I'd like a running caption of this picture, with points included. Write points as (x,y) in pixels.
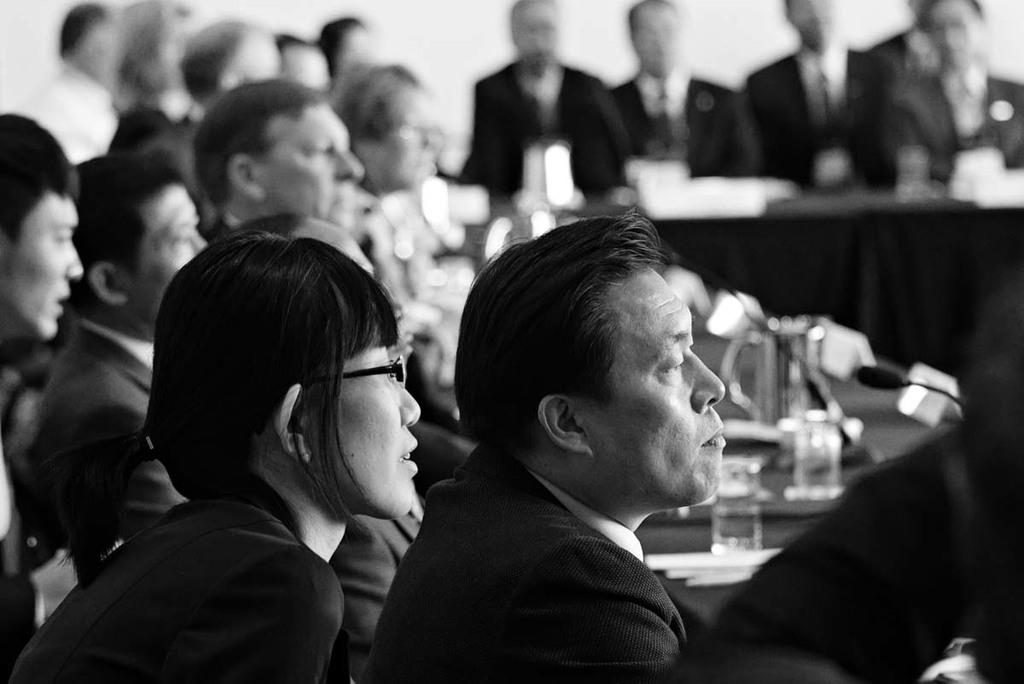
In this black and white picture there are people (388,116) sitting at the table (682,583). On the table (914,443) there are microphones (884,384), glasses (808,445) and papers (748,564).
